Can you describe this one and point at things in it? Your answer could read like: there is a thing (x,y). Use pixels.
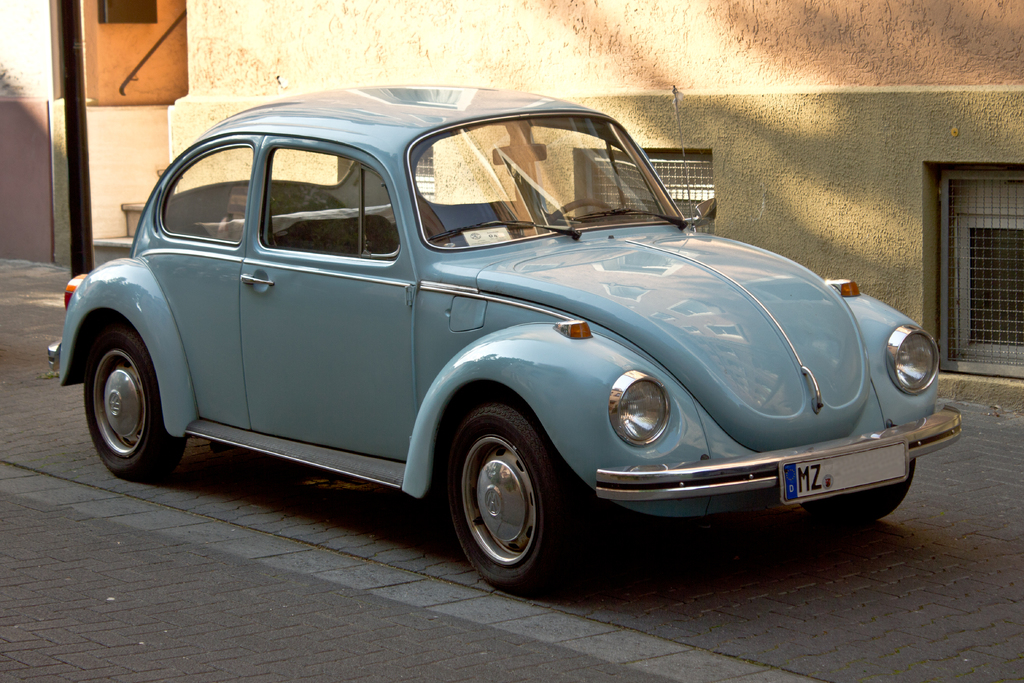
In the center of the image (439,324) we can see a car (514,554) on the road (854,597). In the background (712,42) there is a building (503,43).
